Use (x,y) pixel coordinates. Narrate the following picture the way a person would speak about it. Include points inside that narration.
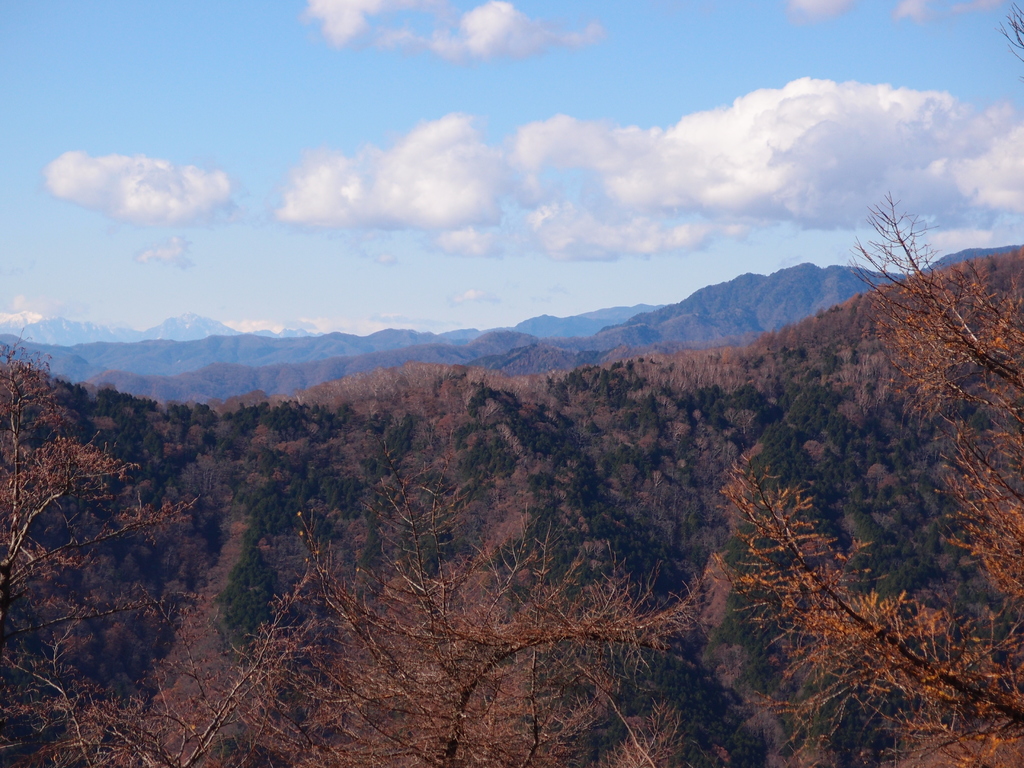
At the bottom of the image (216,589) there are trees (597,581). In the background (946,498) there are hills (471,355) and sky (345,274).
